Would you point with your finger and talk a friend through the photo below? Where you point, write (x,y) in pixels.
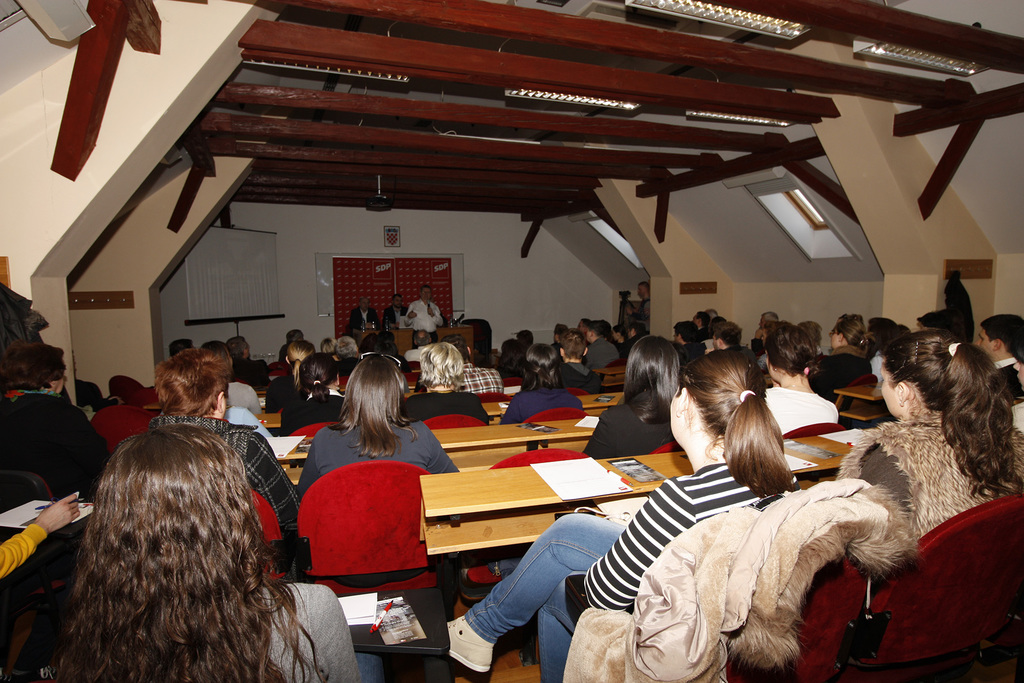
The picture consist of a classroom (214,293). In which there are many people (328,605) sitting in the chairs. The chairs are in red color. In the front (660,503), the woman (601,601) is wearing black and white shirt (648,536). In the background (491,310), there is a wall (503,306), podium (436,332) and a poster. At the top (439,133), there is a roof (459,129) made up of wood (383,101).
